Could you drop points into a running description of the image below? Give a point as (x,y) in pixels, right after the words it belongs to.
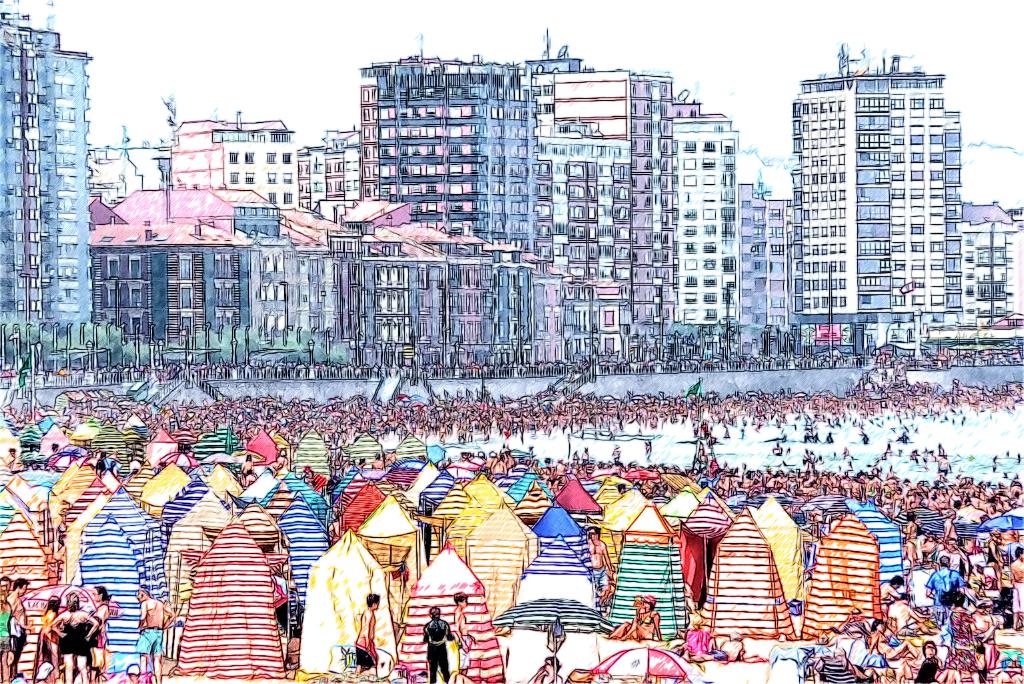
This image contains painting (489,305). There are few tents (687,526). Few persons (892,639) are on the land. Few persons (837,423) are in water (769,435). Bottom of the image (645,653) there is an umbrella (625,662). Background (357,178) there are few buildings (500,225).
